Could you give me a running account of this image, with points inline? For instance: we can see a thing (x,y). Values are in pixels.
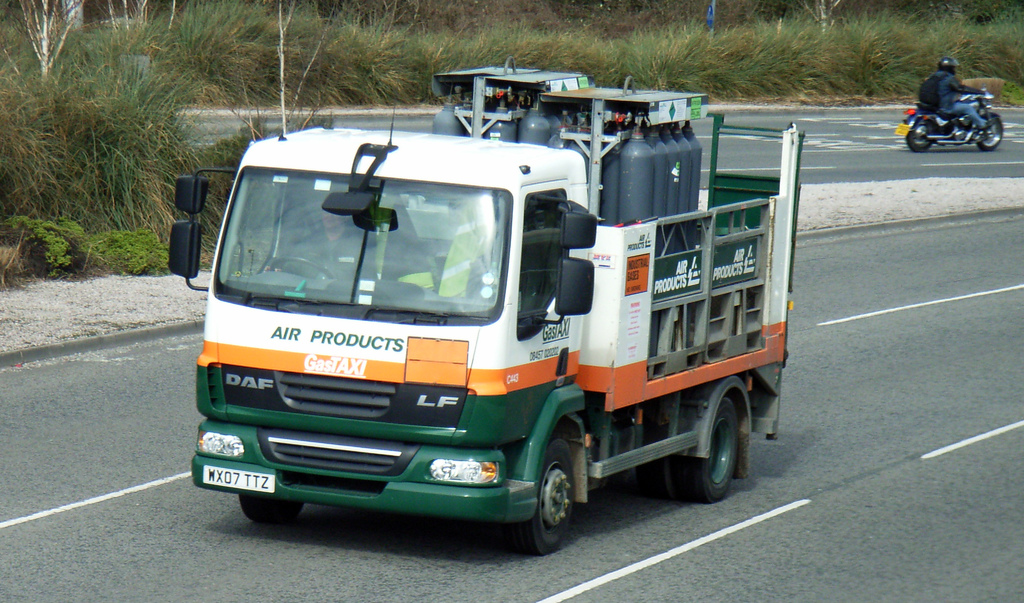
In the given image we can see a vehicle (465,303) passing. This is road (861,349), there is a bike (921,120). This is a plant (58,110), grass (42,133) and sand (54,305).
